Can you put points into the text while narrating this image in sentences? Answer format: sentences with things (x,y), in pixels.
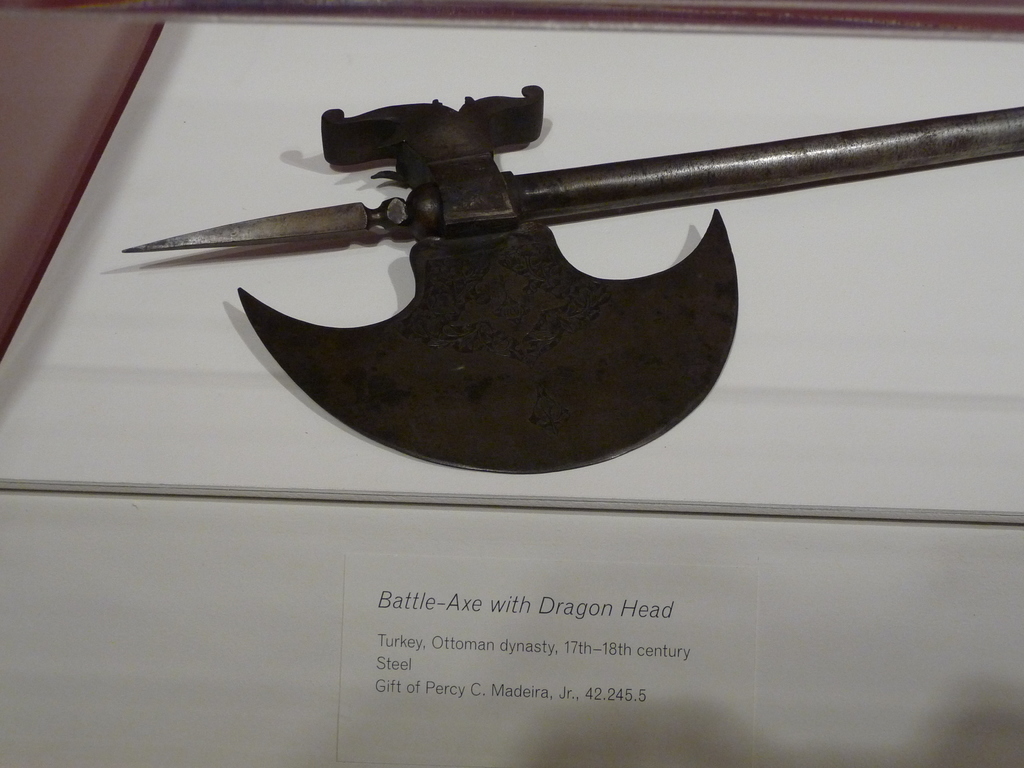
In this picture, we can see a battle-axe (521,346) rested on the surface (259,444) and the surface (41,533) is labeled with the text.
